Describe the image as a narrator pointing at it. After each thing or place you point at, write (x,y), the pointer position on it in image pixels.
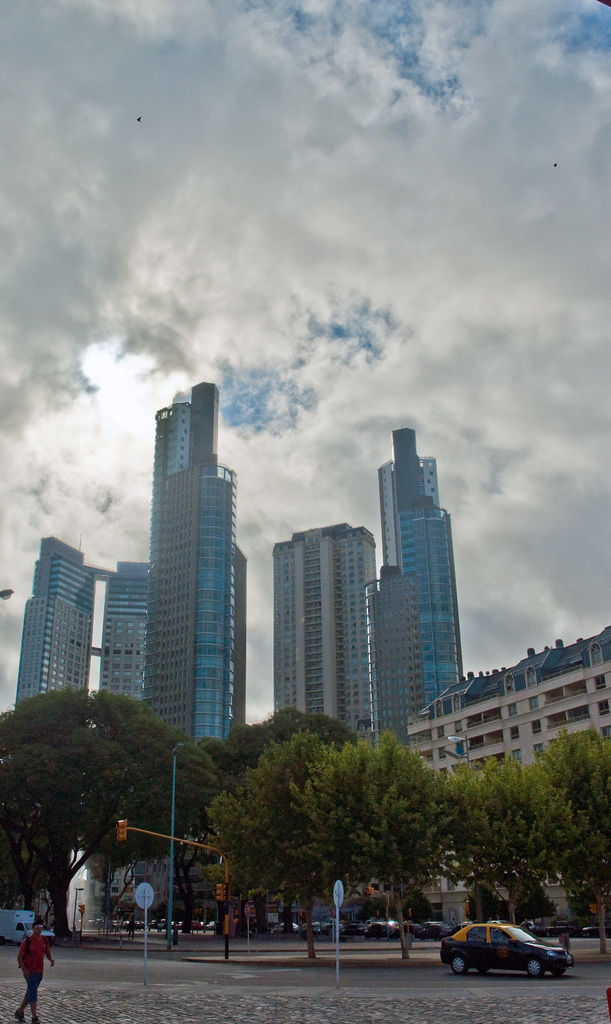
In the background (352,190) we can see the clouds (262,177) in the sky (262,177). In this picture we can see buildings (415,614), traffic signals (223,885), poles (228,931), lights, boards (248,902), trees (301,900) and vehicles (565,964). On the left side of the picture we can see a person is walking.
